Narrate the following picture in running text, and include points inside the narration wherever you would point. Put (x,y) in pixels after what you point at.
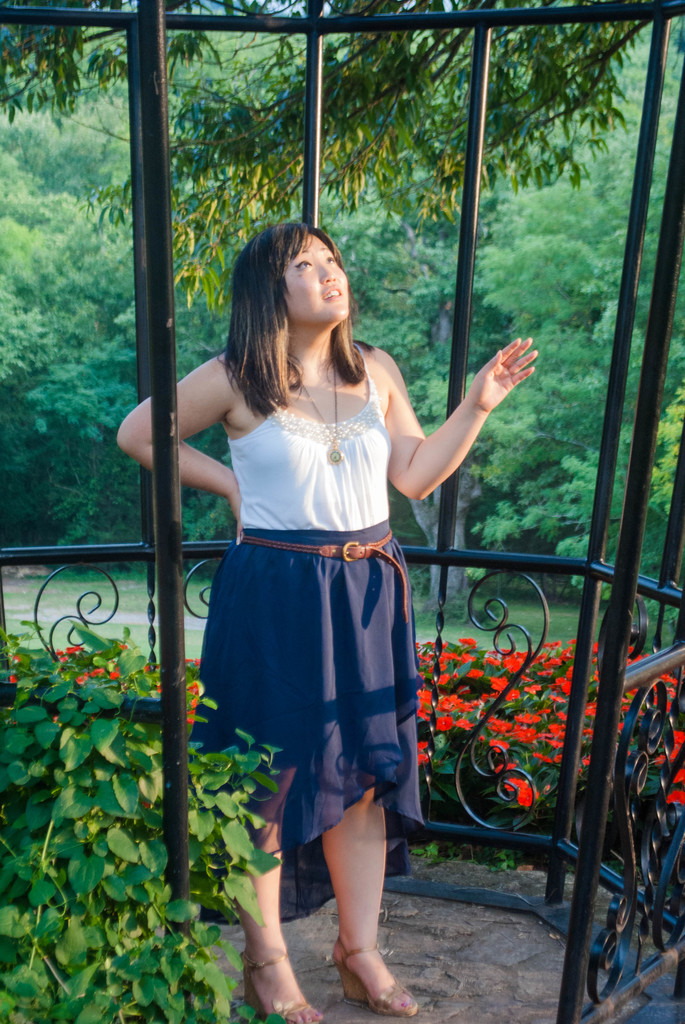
Here we can see a woman (342,695). There are plants (42,687) and flowers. In the background (573,412) there are trees (272,211).
